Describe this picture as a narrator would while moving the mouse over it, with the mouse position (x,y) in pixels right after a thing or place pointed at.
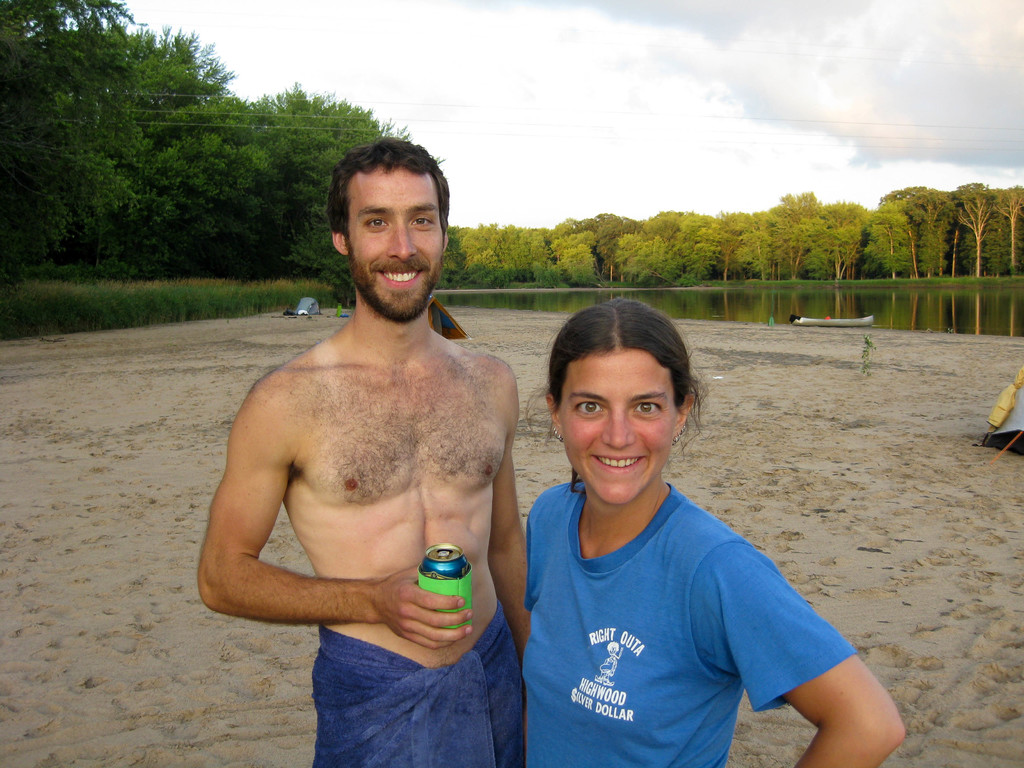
In this picture we can see a man (450,451) and woman (588,484), they both are smiling, and he is holding a tin (432,580), in the background (815,292) we can see few trees (304,267), water (797,289), a boat (848,326) and a tent (992,411).
